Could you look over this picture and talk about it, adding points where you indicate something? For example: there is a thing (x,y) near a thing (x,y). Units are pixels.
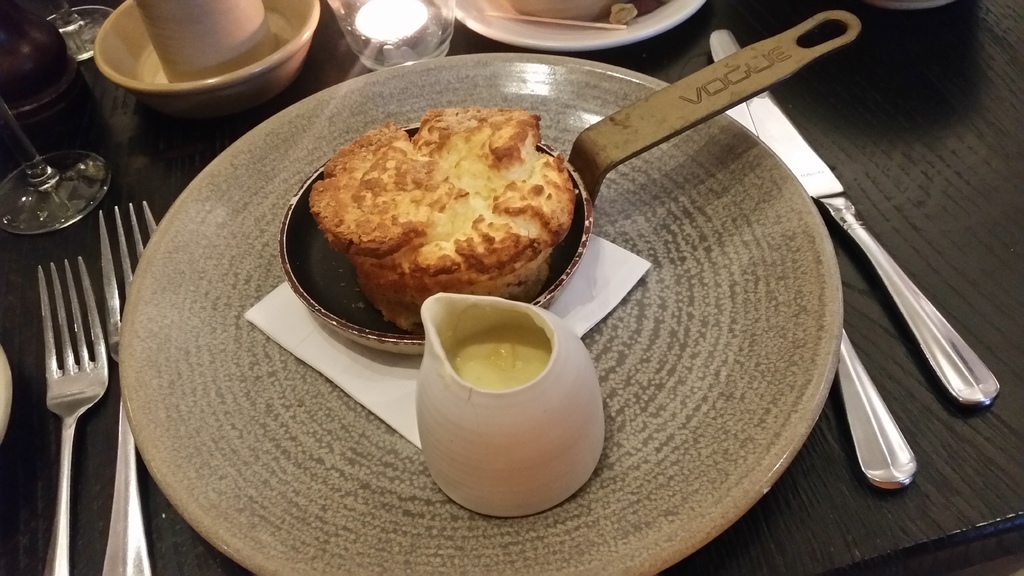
On this table (942,130) there is a knife (787,138), forks (119,255), glasses (430,9), bowl (145,62), plates (484,24), food (353,253) and things (396,398).
